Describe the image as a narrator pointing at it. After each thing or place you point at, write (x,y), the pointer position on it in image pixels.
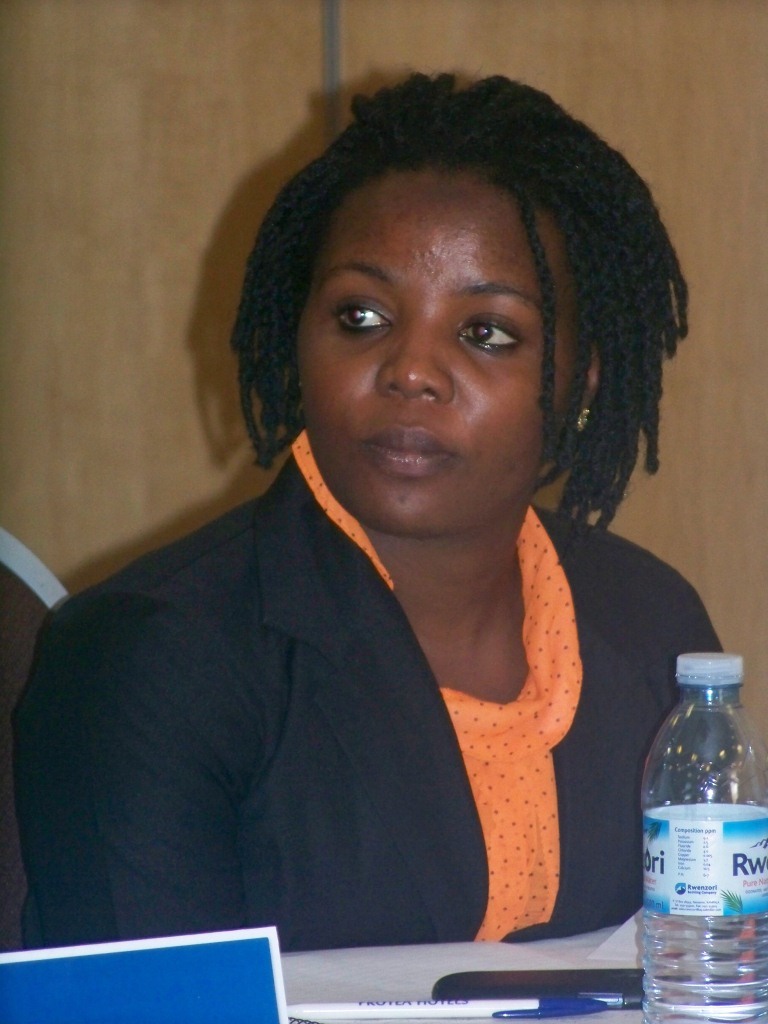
A woman (281,848) is located in the center of the image (312,573). She is black. She wore a black suit (284,608) with a orange scarf (508,865). There is table (378,980) in front of her. There is a water bottle (689,945) on it and a pen (523,1007) situated beside the bottle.
